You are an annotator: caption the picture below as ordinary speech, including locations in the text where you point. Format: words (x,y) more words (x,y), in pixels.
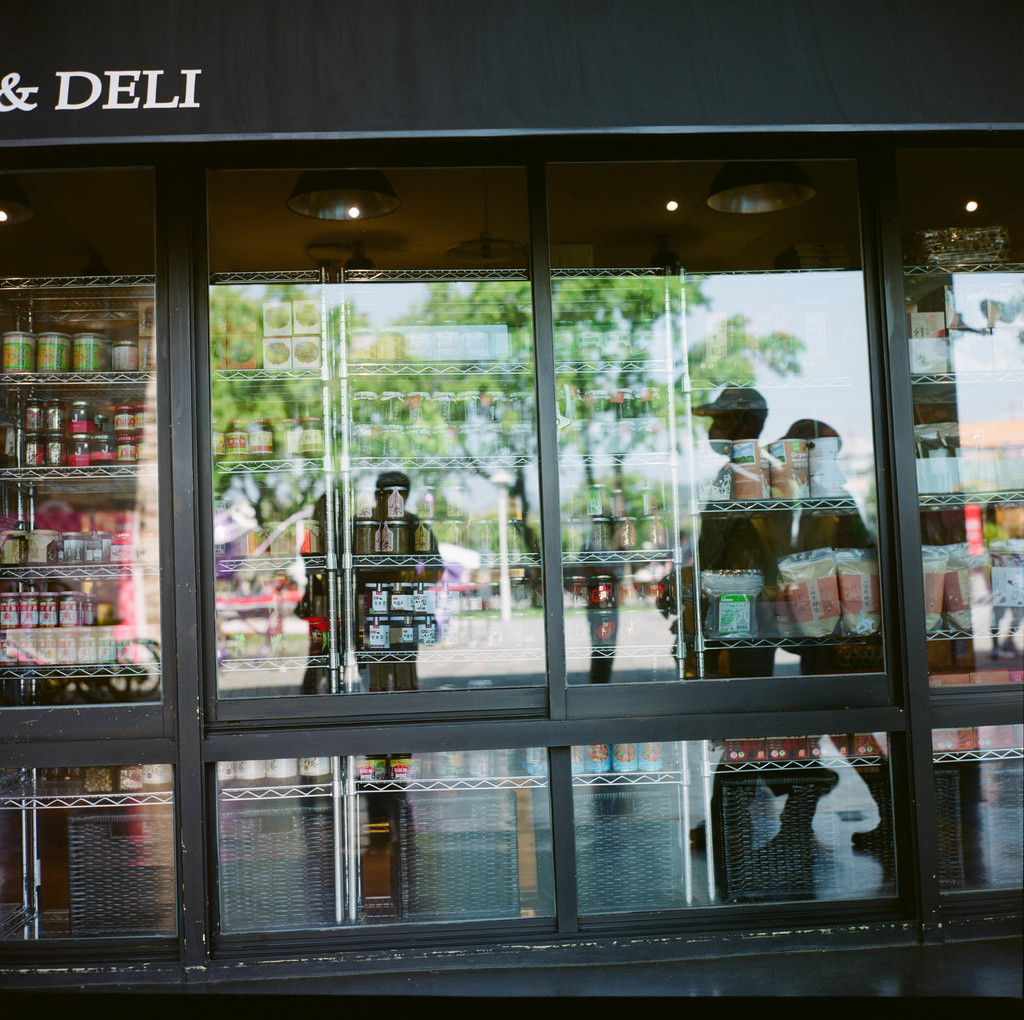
In this picture there is a building (370,679). Behind the mirror (127,315) there are bottles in the shelf (457,531) and there is reflection (428,427) of trees (428,427) on the mirror (386,427) and there is reflection (751,398) of group of people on the mirror (511,535) and there is reflection (612,415) of sky (819,349) on the mirror (707,368). At the top (108,70) there are lights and there is a text (58,75) on the board (120,65).
